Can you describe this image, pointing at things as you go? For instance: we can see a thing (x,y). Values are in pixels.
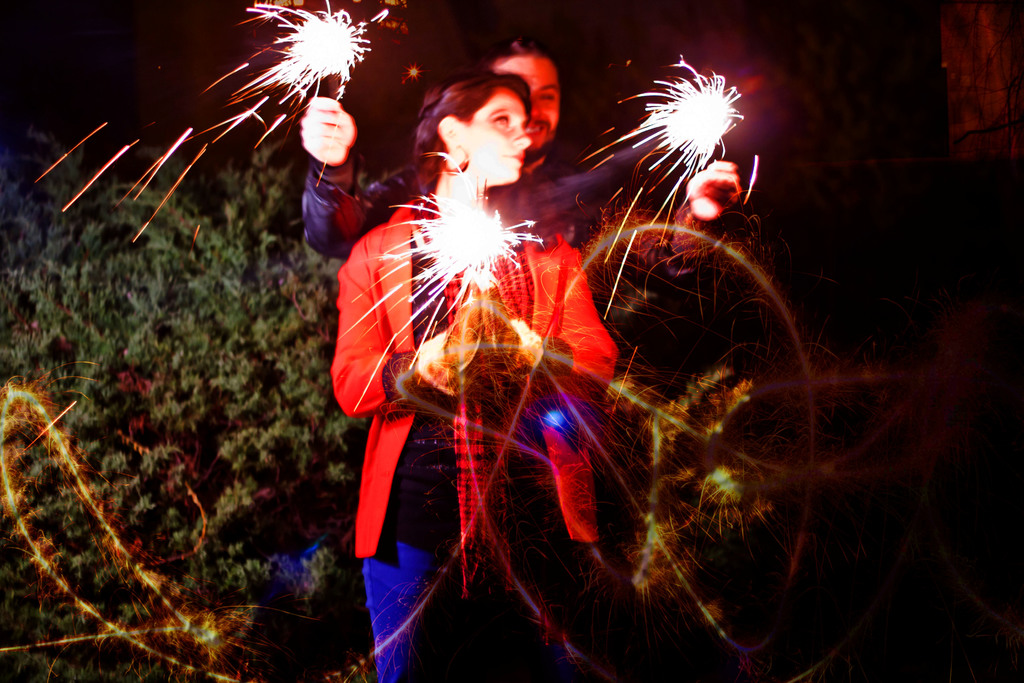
In this image we can see two persons (529,211) standing and holding some objects (487,246) looks like crackers (685,172), there are few trees (248,348) and a dark background (792,270).
